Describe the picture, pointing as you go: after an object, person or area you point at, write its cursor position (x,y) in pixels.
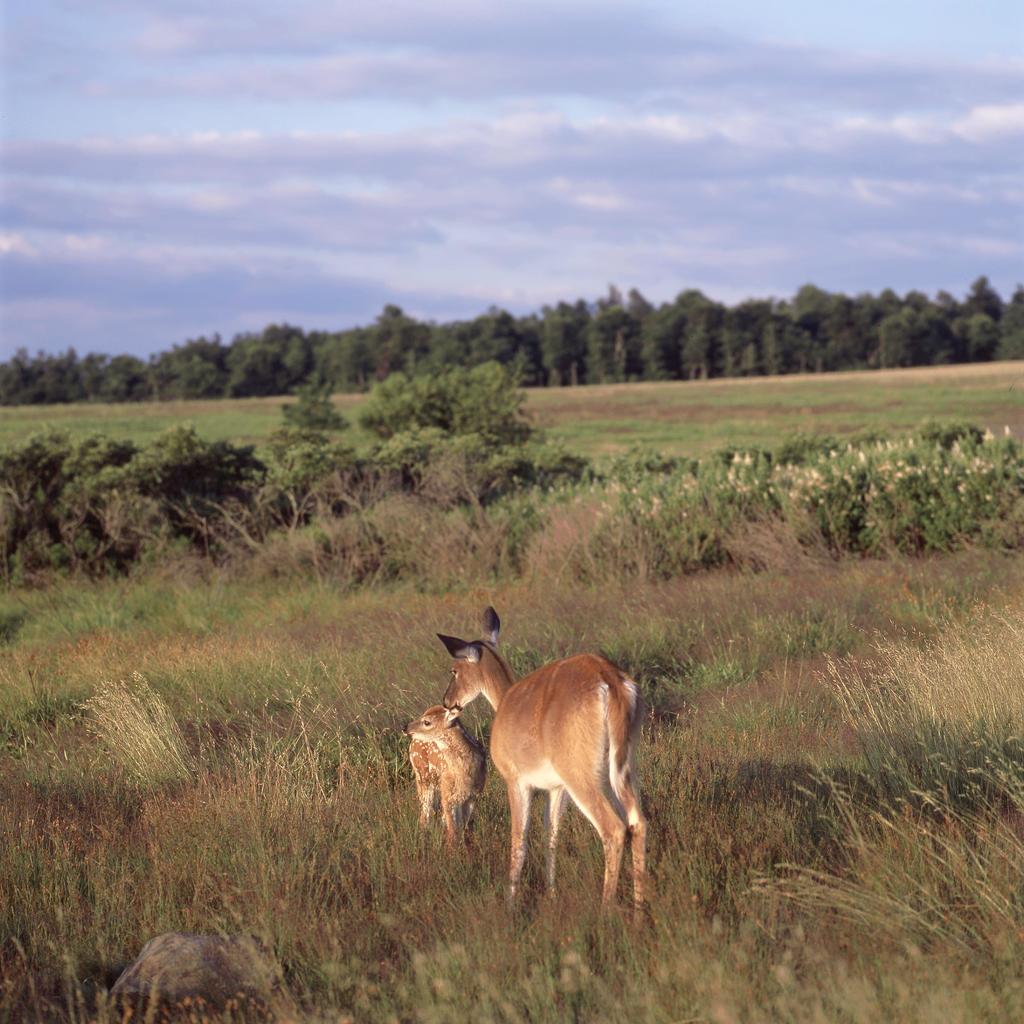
In this picture I see 2 deers (551,731) in front (525,705) and I see the grass (390,945) and plants (287,411). In the background (240,361) I see number of trees (91,361) and I see the sky (344,147) which is cloudy.
